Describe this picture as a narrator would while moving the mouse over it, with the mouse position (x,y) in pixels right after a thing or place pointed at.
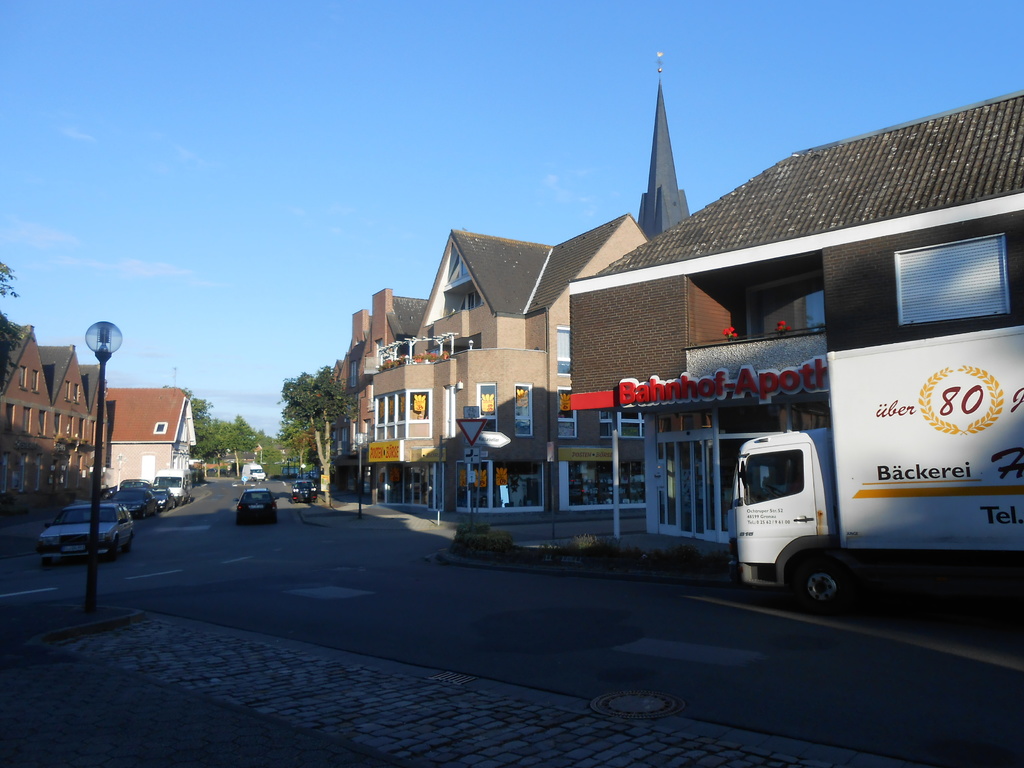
In this image we can see houses (949,253), trees (269,439). In the center of the image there is road (197,550). There are cars (139,501). To the right side of the image (783,457) there is a truck (790,443). At the top of the image (224,64) there is sky (203,123).
